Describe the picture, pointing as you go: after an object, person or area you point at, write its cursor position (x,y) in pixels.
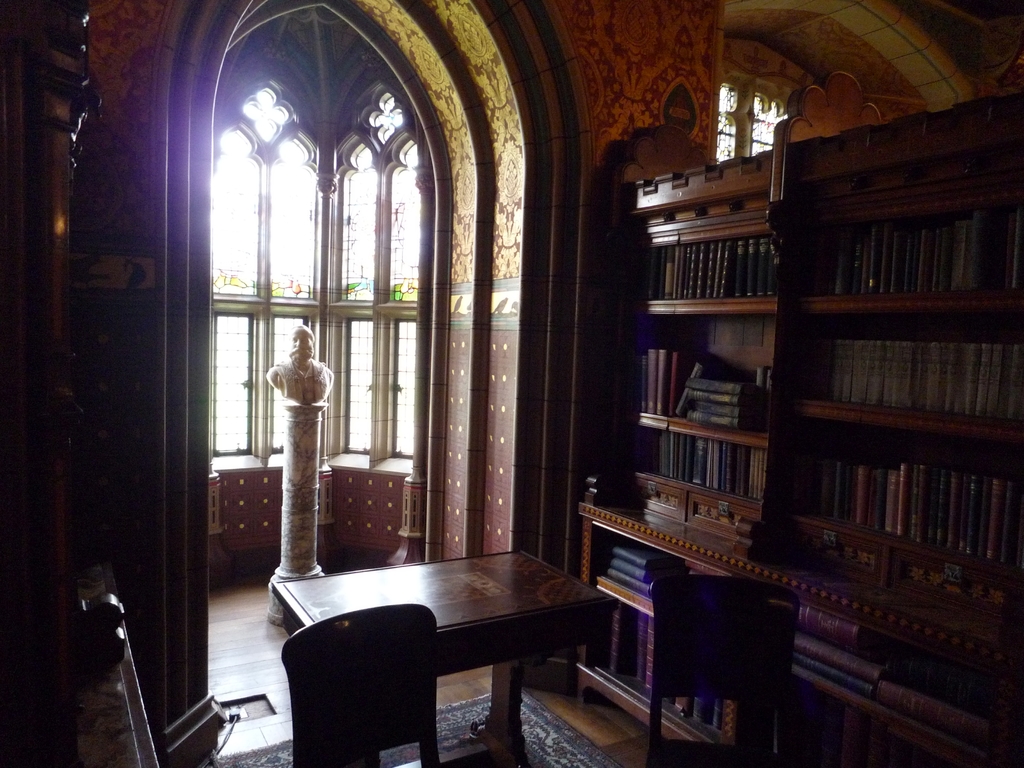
In this image we can see a table (475,649), chairs (689,677), cupboard (801,571) with books (889,660) and there is a statue (281,383) on the pillar (306,495) and windows (344,265).
